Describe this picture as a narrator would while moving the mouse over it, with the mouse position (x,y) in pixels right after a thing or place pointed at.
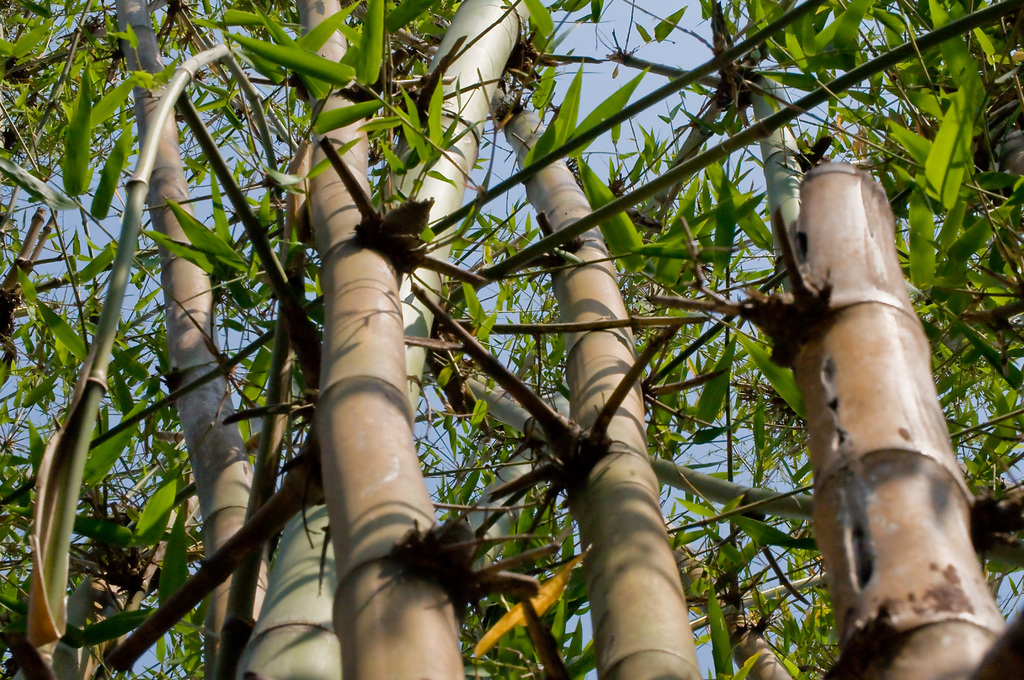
In the image there are bamboo trees (343,662) in the front (579,376) and above its sky (687,59).
